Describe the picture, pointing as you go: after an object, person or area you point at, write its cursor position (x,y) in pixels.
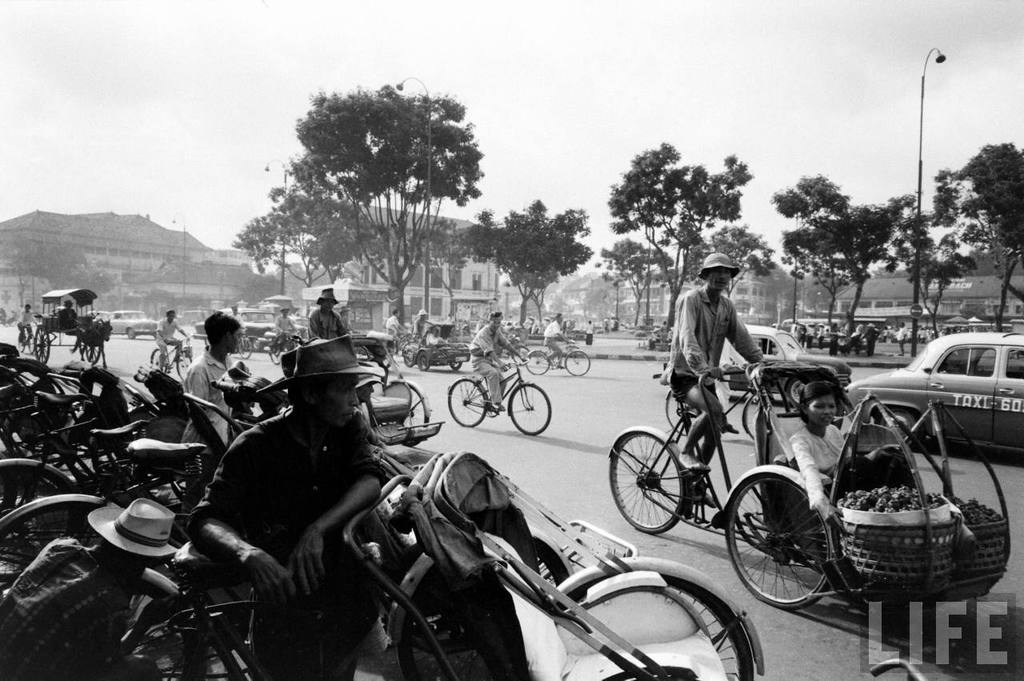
There are some bicycles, cars (916,387) and few other vehicles (692,429) passing on a road (578,408). There are some trees (511,245) and few building (112,233) in the background (328,212).
